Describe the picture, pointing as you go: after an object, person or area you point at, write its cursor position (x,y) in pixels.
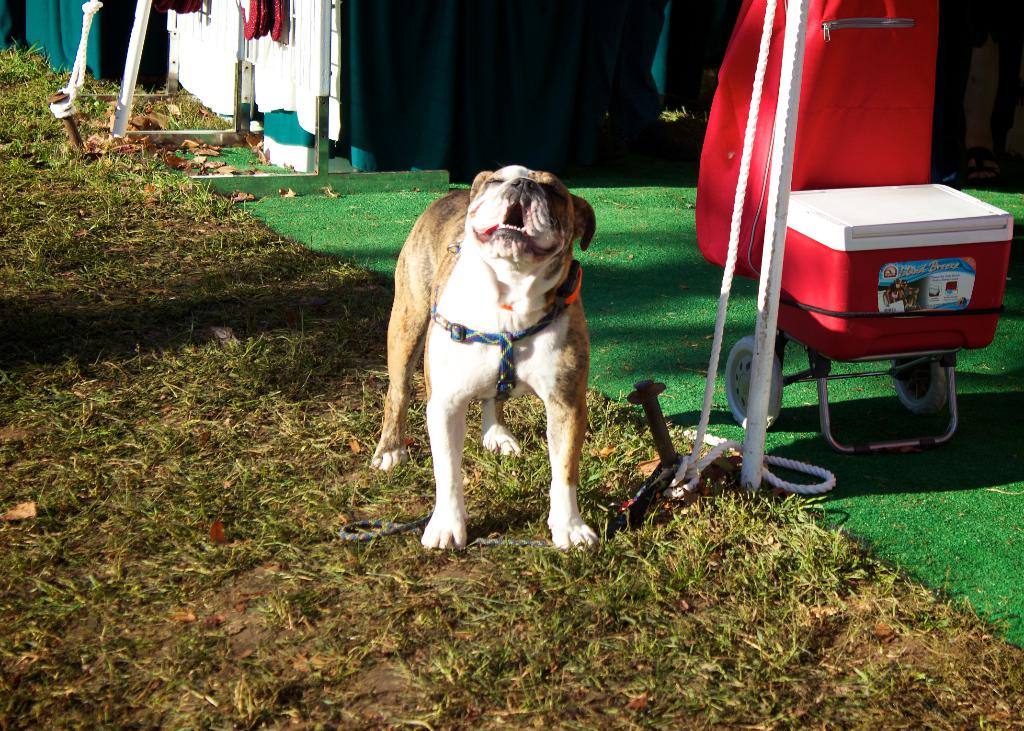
In the center of the image (471,386) there is a dog (462,416). At the bottom of the image (248,516) there is grass (188,403). In the background of the image (458,3) there are tents (689,15). To the right side (930,545) bottom of the image (957,544) there is a green color carpet (948,533).
